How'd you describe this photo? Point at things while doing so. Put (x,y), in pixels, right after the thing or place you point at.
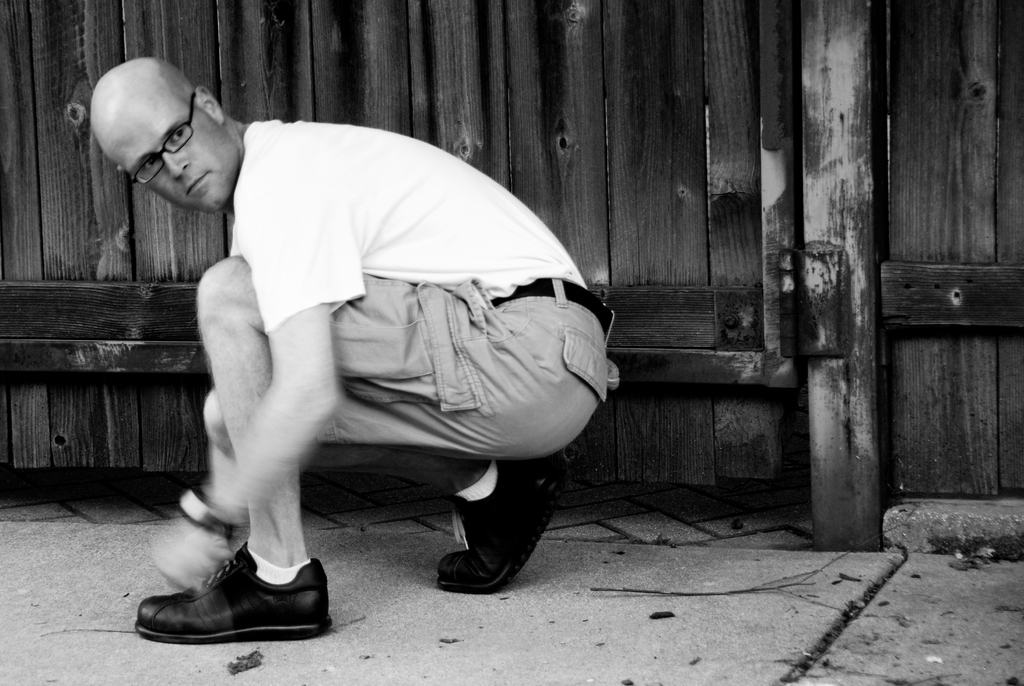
In this image I can see the person (178,556). In the background (949,185) I can see the wooden object (641,61) and the image is in black and white.
